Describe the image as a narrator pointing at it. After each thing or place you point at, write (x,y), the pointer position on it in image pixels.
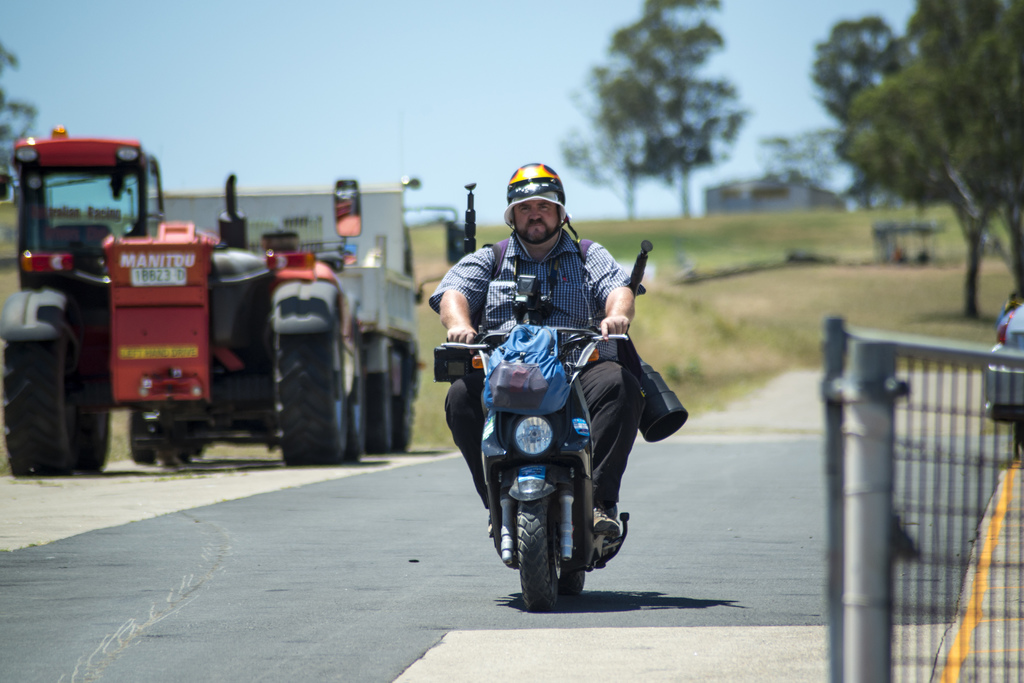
In this picture I can see there is a person (599,471) riding the motor cycle (528,529) and he is wearing a helmet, there are few carry bags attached to the motor cycle (585,570) and there is a truck (366,309) and trees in the backdrop (912,3) and the sky (311,86) is clear. The backdrop (210,84) is blurred.
